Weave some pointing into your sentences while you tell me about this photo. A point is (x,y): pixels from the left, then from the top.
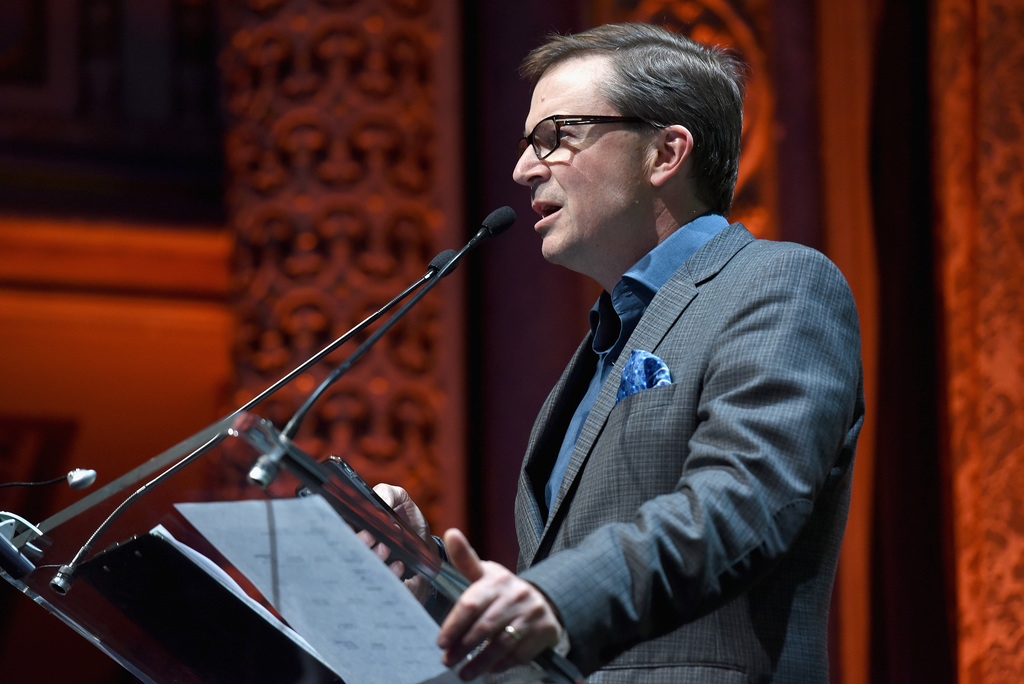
In the image there is a man (679,268) standing and speaking something, there is a table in front of him and on the table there is a mic (375,314) and some papers (282,555), the background of the man (722,559) is blur.
